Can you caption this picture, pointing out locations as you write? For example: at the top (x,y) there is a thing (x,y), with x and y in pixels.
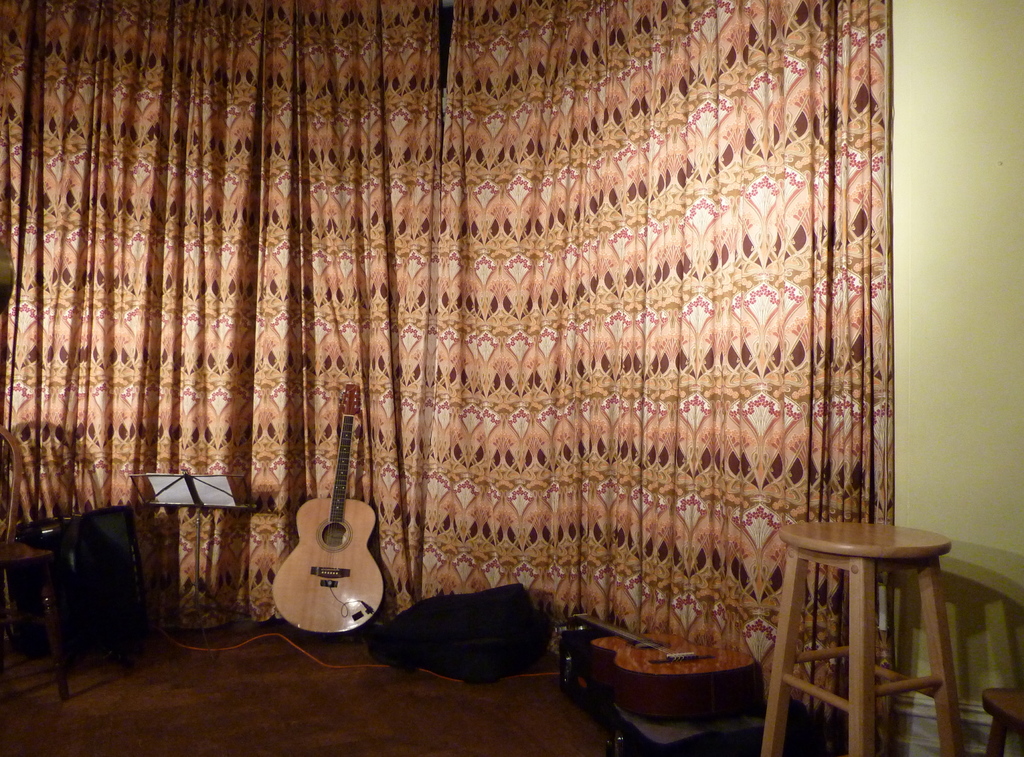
In this picture I can see stools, guitars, there is a book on the musical book stand (240,507) and there are some objects (115,626), and in the background (791,248) there are curtains (740,494) and a wall (960,52).
